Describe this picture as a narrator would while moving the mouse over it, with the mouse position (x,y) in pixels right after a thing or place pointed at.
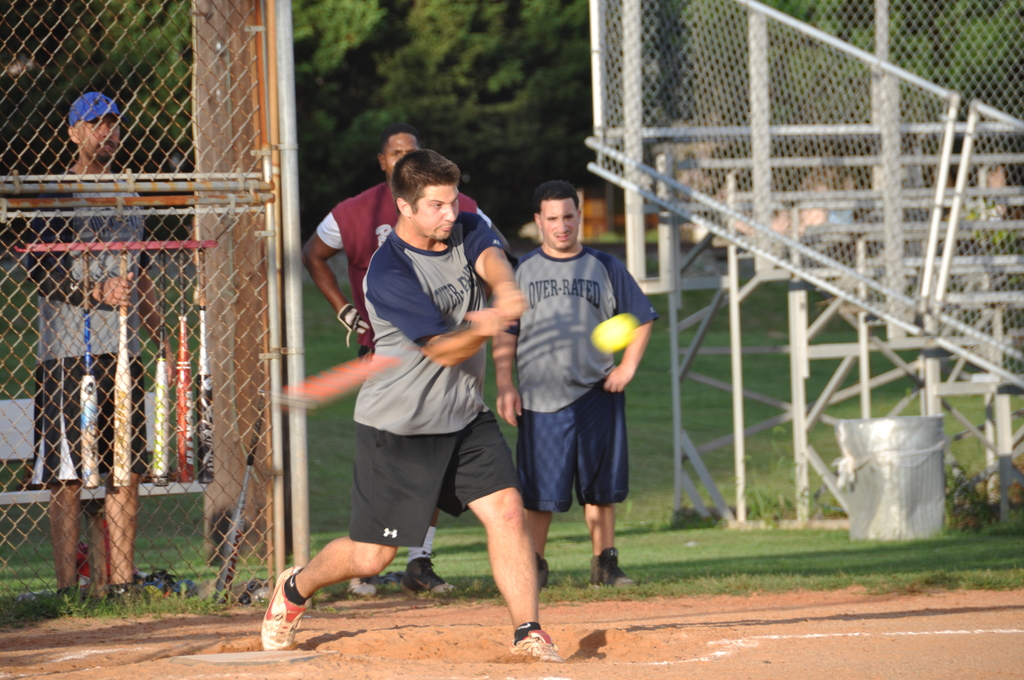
A man (406,355) is standing holding bat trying to hit the ball (602,346), here people (592,361) are standing, these are trees (540,146).
